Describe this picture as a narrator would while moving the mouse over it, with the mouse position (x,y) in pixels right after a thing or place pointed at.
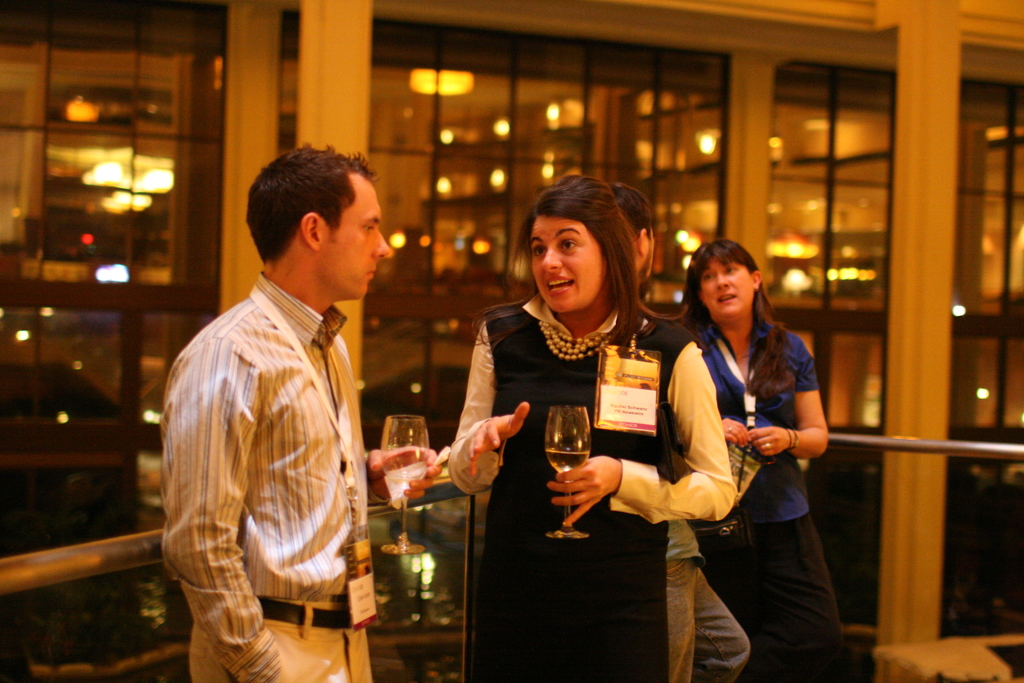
In this image I can see in the middle (636,438) a woman (657,472) is talking by holding a wine glass (585,534) in her hand (597,482), she wore black color dress (609,505), on the left side (305,330) a man (281,545) is standing. He wore shirt (300,494), trouser (320,648). Behind them there is the glass wall (448,239) and there are lights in it. It looks like a bar.
